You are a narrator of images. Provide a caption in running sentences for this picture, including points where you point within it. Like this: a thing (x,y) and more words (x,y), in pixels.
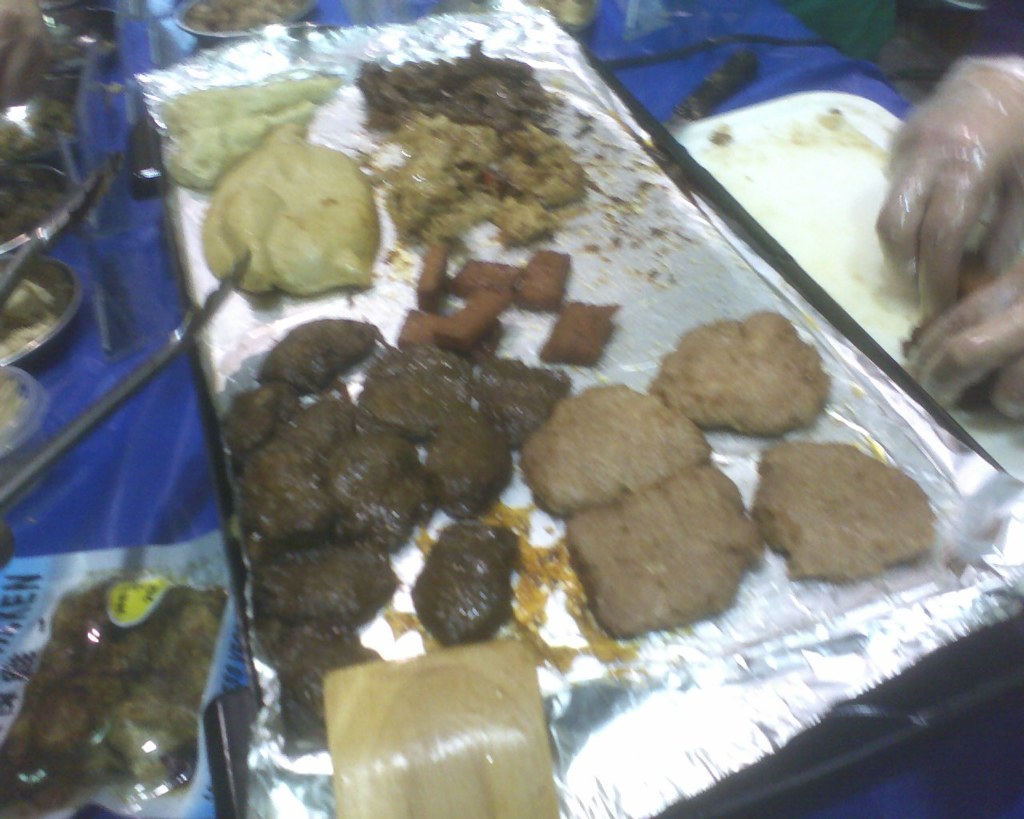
In this picture I can see the food (501,387) in a plate (387,307), on the right side (916,193) there are human hands (994,196) with covers (992,212).
